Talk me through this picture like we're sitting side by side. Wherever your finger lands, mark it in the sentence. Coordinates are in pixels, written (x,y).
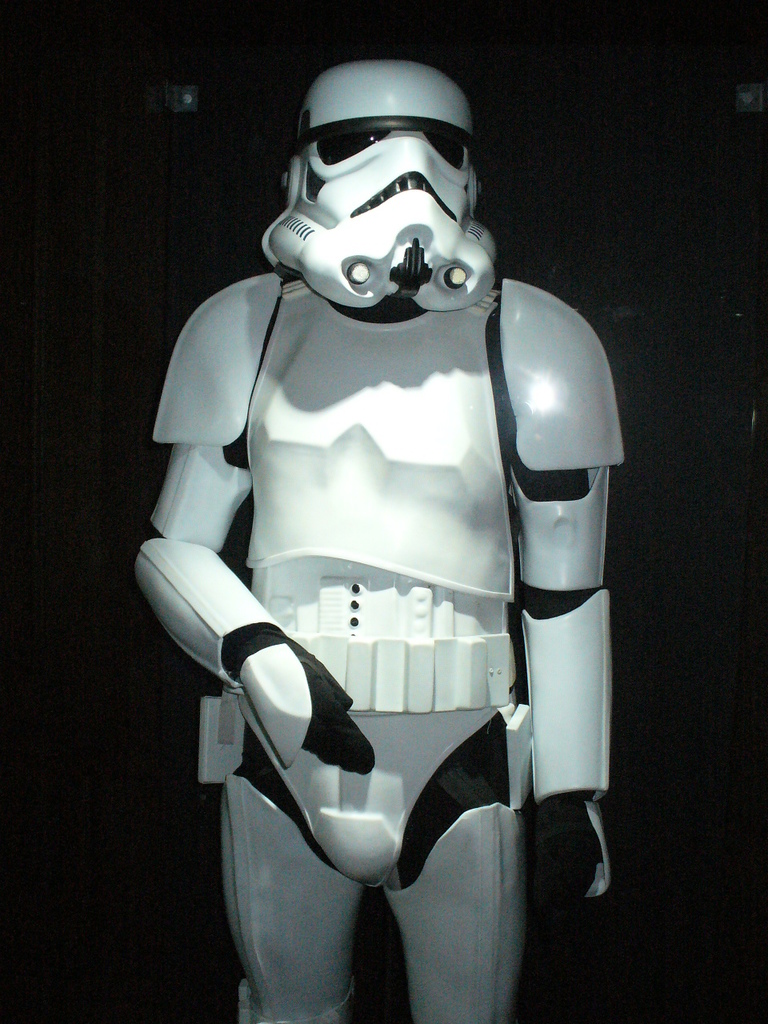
In this picture we can see stormtrooper (220,761). In the background of the image (566,106) it is dark.
